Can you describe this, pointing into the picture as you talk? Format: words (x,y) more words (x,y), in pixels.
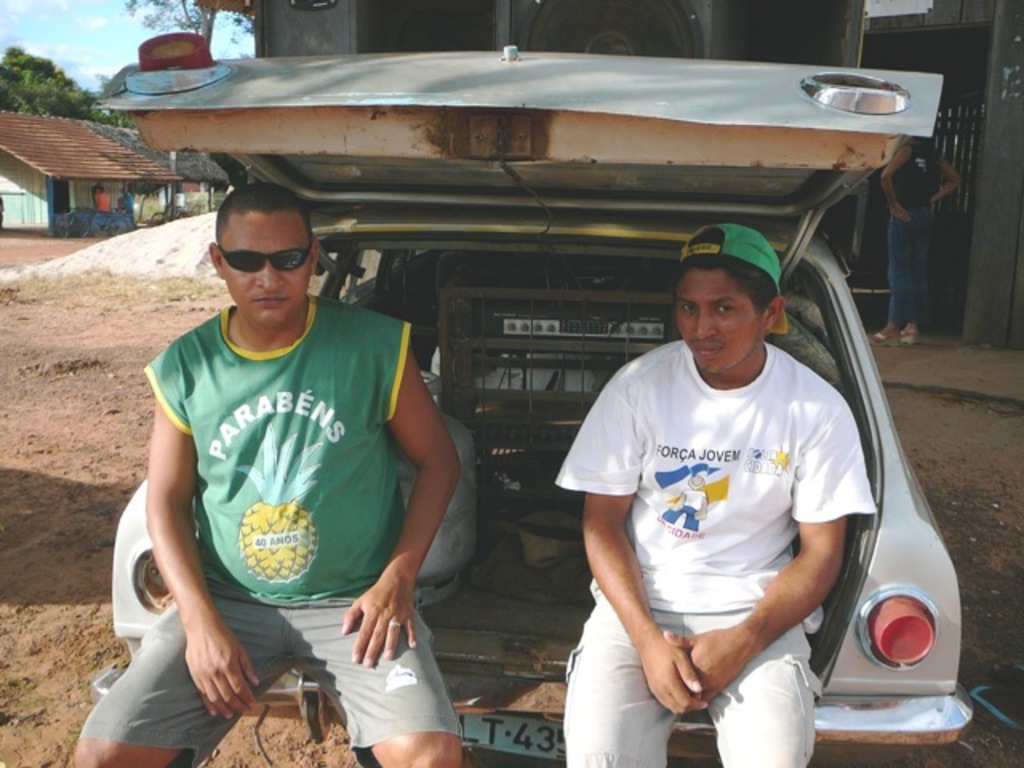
In this picture we can see two men (364,519) are sitting, there is a car (469,498) in the front (534,539), on the right side (896,220) there is a person (913,219) standing, in the background (84,186) we can see a building (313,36), a house (91,197) and a tree (49,103), there is the sky (82,24) at the left top of the picture (71,17).
